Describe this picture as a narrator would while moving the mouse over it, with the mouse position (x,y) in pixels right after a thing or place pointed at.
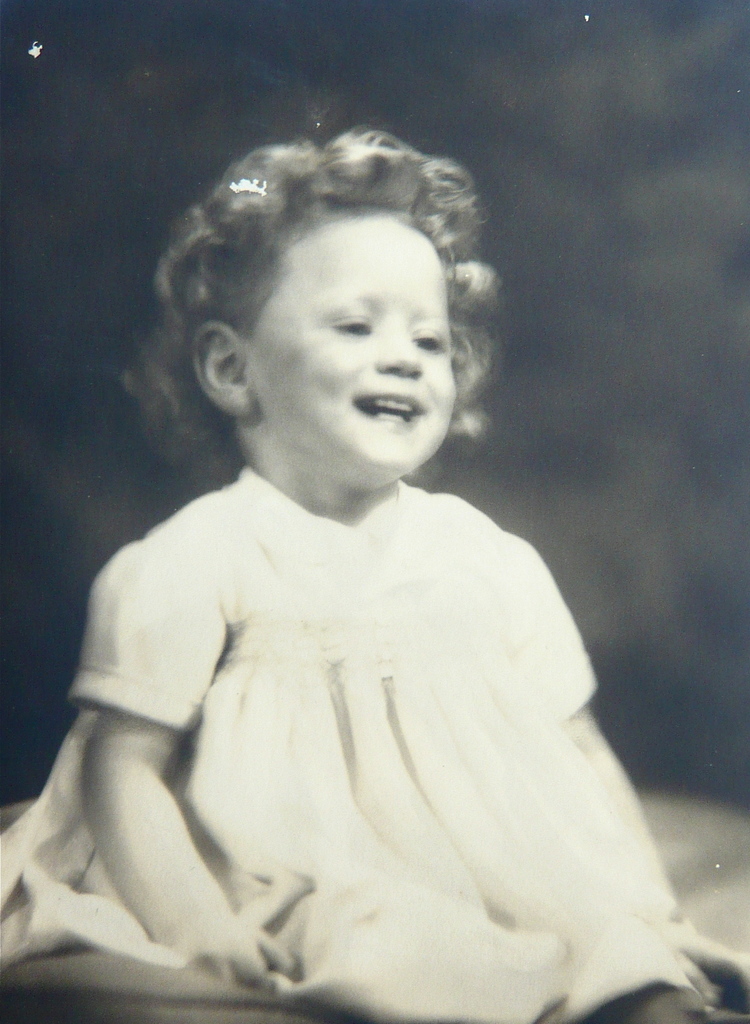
In this picture I can see a girl (301,635) sitting and smiling, and there is blur background (683,125).
